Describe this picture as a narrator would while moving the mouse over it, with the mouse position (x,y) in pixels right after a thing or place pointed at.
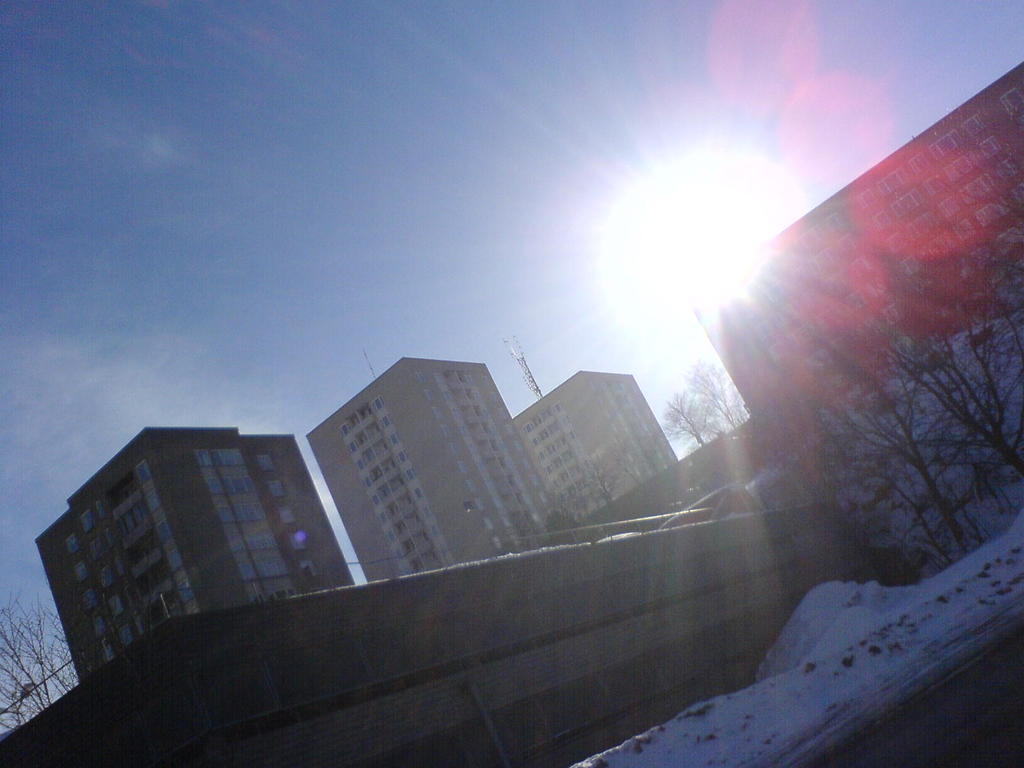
Here we can see trees (915,447), wall (509,640), snow (696,745), and buildings (125,608). In the background (643,227) there is sky (707,124).
